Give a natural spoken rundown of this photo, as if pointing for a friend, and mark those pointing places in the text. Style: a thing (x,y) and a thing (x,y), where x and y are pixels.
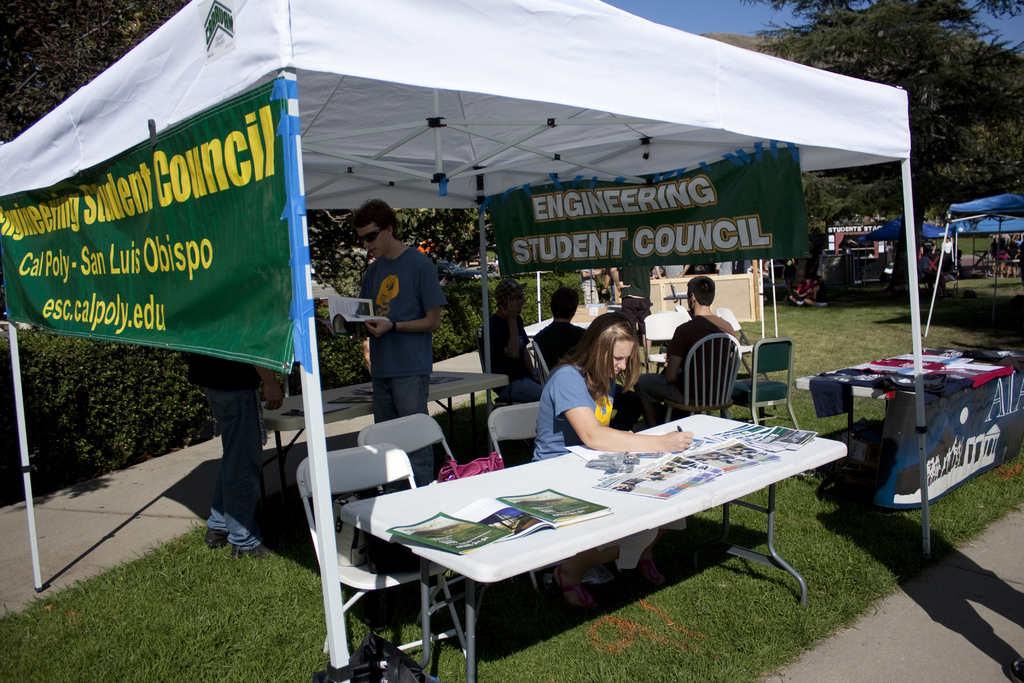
Under this tent (165,100) few persons (522,311) are sitting on a chair (542,433) and this 2 persons (399,415) are standing. This man (397,397) is holding a book (337,300). On this table (570,550) there are books (560,516) and papers (642,475). Far there are number of tents (984,230) and trees (987,123).
